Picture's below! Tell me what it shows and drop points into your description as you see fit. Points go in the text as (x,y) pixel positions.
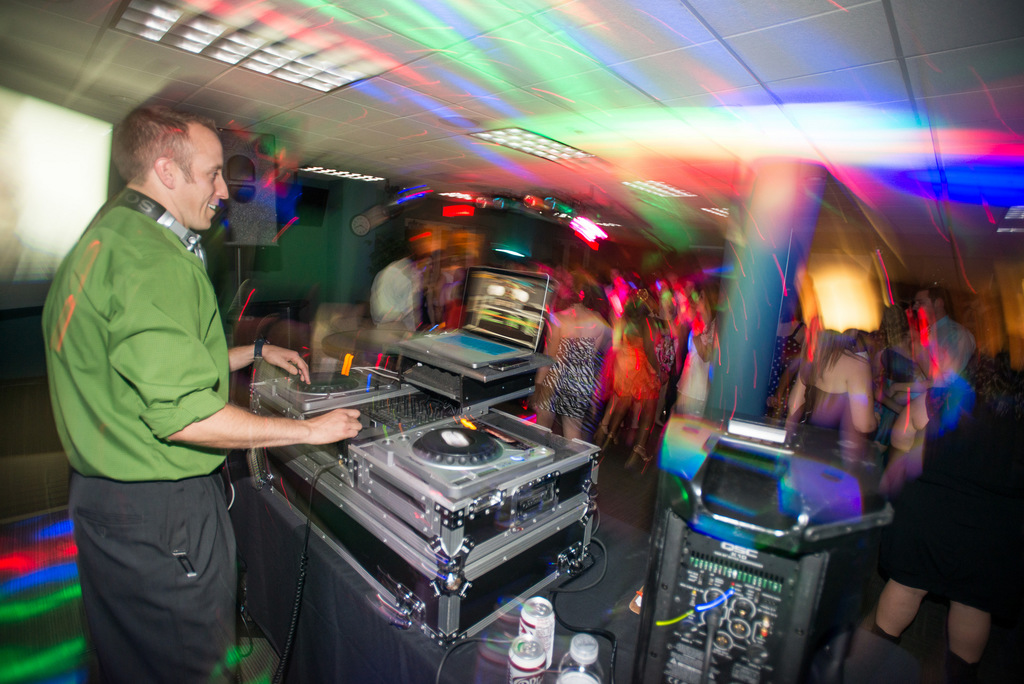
In this picture we can see a group of people (929,470) on the floor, laptop (484,359), speakers (249,200), tins (549,640), bottle (581,671), wires (584,588) and a man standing and smiling and in the background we can see lights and it is blurry.
